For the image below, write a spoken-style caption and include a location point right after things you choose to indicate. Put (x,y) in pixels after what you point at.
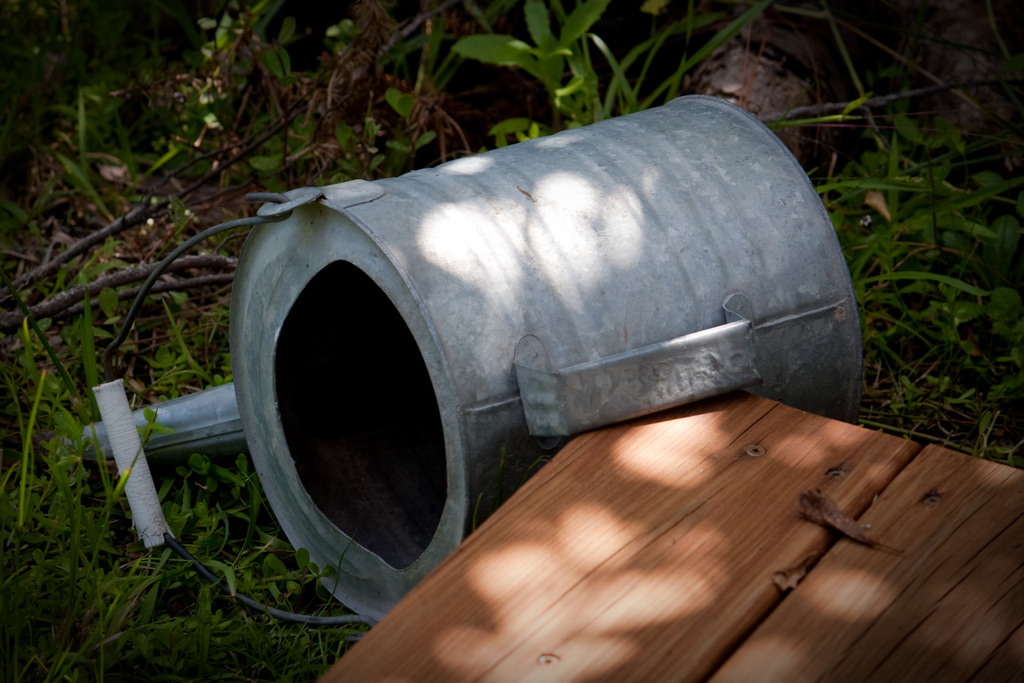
In this image I can see the ash color object (297,358) and the brown color wooden object (615,548). These are on the grass (30,60). I can also see the wire (169,539) to the side.
